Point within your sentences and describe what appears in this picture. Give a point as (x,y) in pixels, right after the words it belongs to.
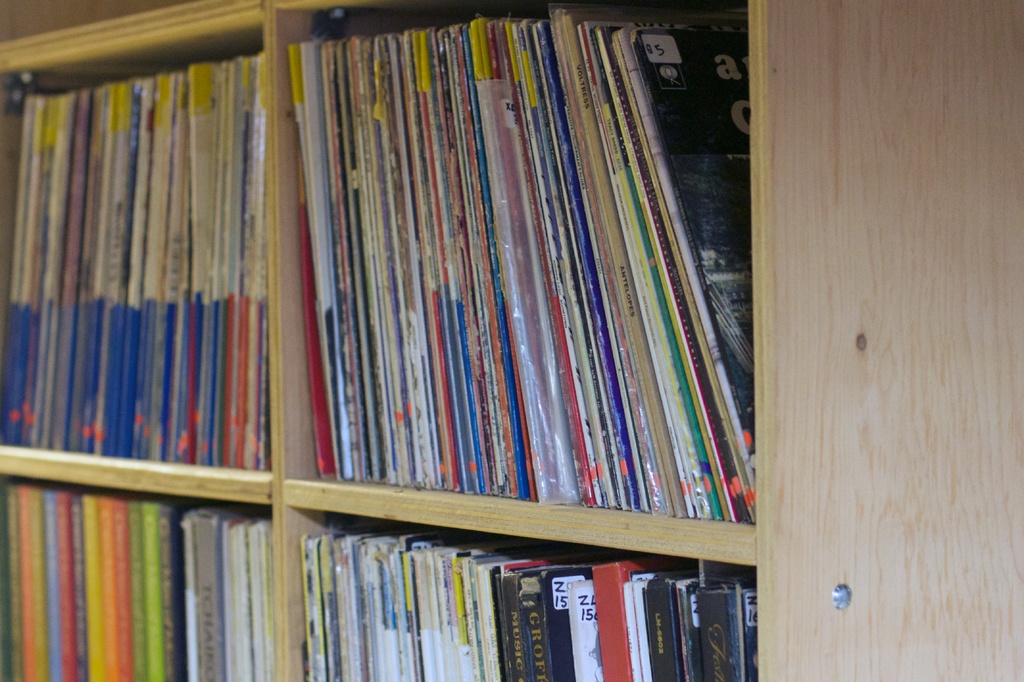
In this image we can see many books (239,381) in the rack (91,470).
